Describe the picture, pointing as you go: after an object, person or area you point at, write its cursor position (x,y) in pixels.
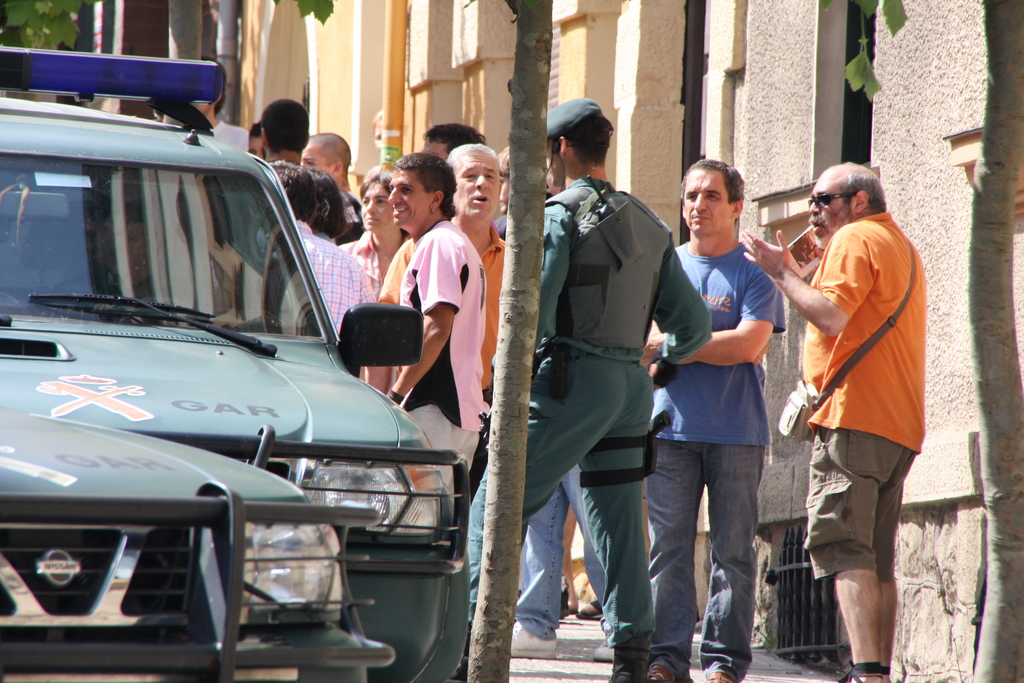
In this image I can see two vehicles (137,469), a tree (194,12), few persons (447,276) are standing on the ground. I can see few pipes (234,106) and few buildings (645,117) in the background (675,119).
